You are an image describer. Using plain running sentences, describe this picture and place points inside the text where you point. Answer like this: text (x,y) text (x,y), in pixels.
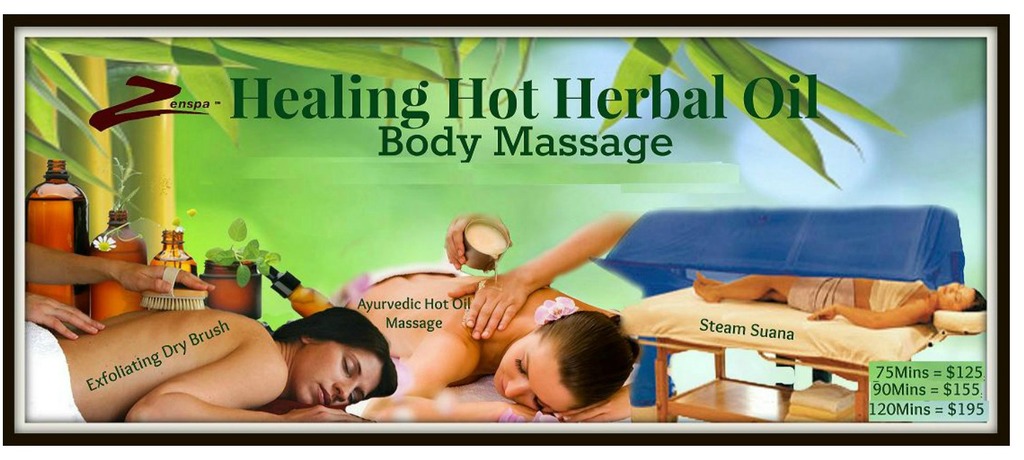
In this image I can see two people (554,348) are sleeping and one person (878,287) is sleeping on the bed (784,318). I can see few bottles (207,274), plants (242,284) and something is written on the image. I can see the person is holding the brush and another person (566,263) is holding the glass (465,236) and I can see few clothes (792,411) on the wooden surface (760,415). Background (426,240) is in green color.
